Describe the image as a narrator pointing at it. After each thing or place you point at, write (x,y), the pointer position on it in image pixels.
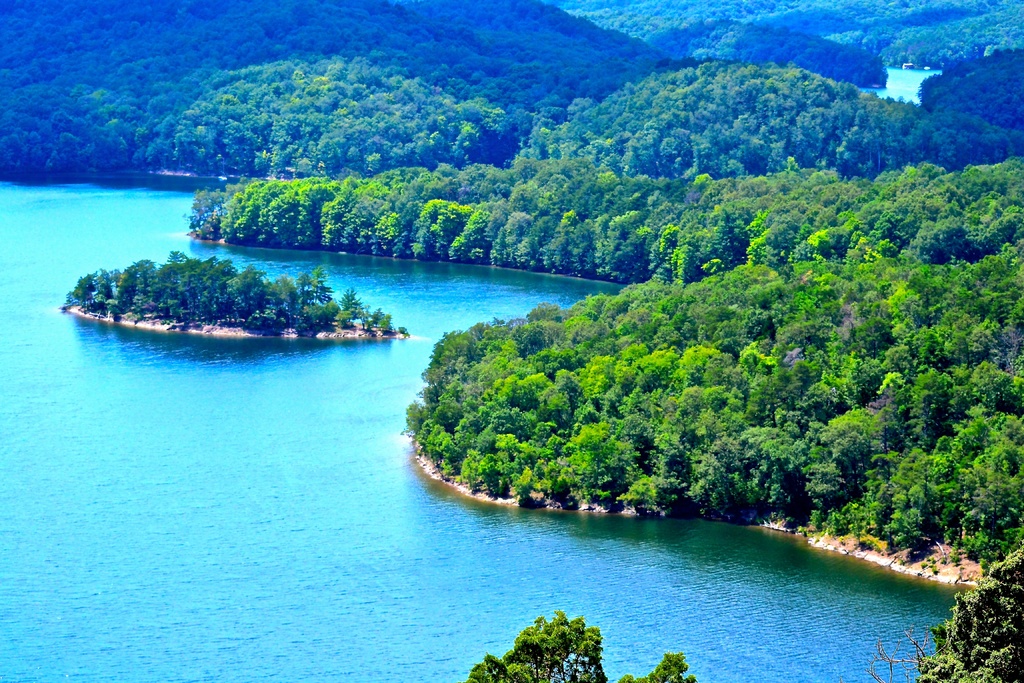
In this image in the front (316,607) there is water (196,467). In the background (642,193) there are trees (691,198).
